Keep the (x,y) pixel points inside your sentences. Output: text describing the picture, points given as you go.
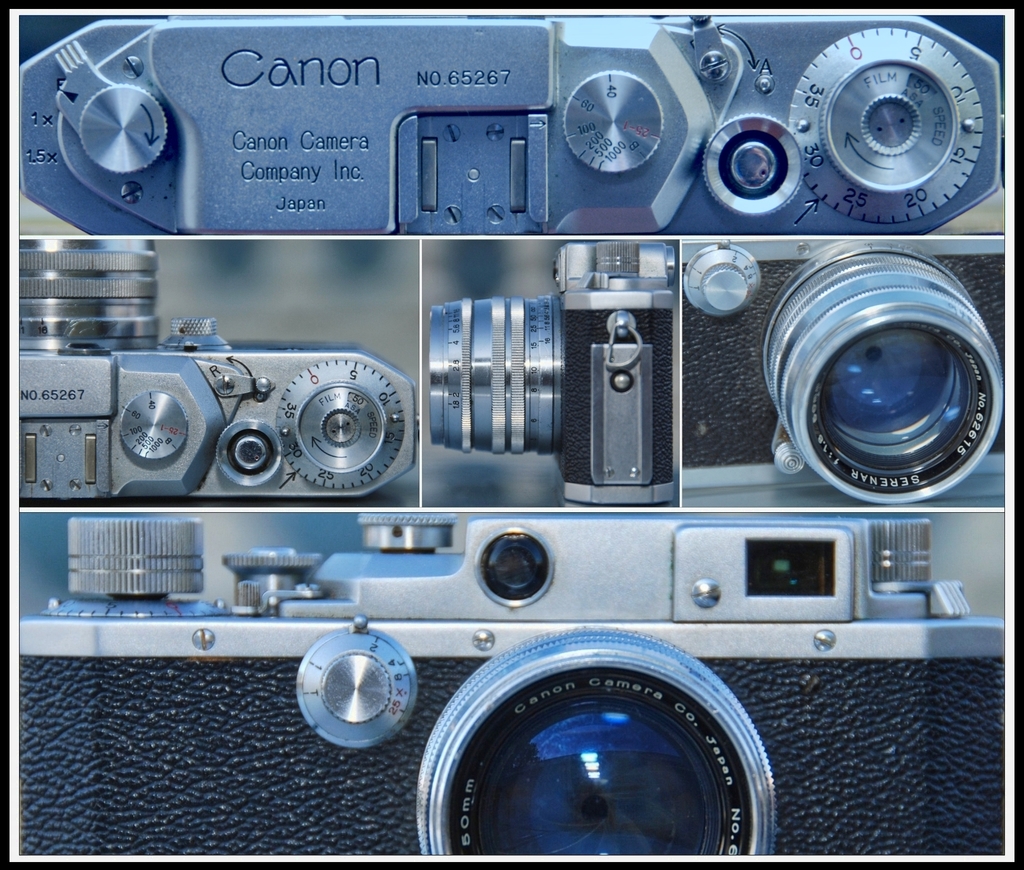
In this image there is a canon camera (664,310) with a lens (769,367).
